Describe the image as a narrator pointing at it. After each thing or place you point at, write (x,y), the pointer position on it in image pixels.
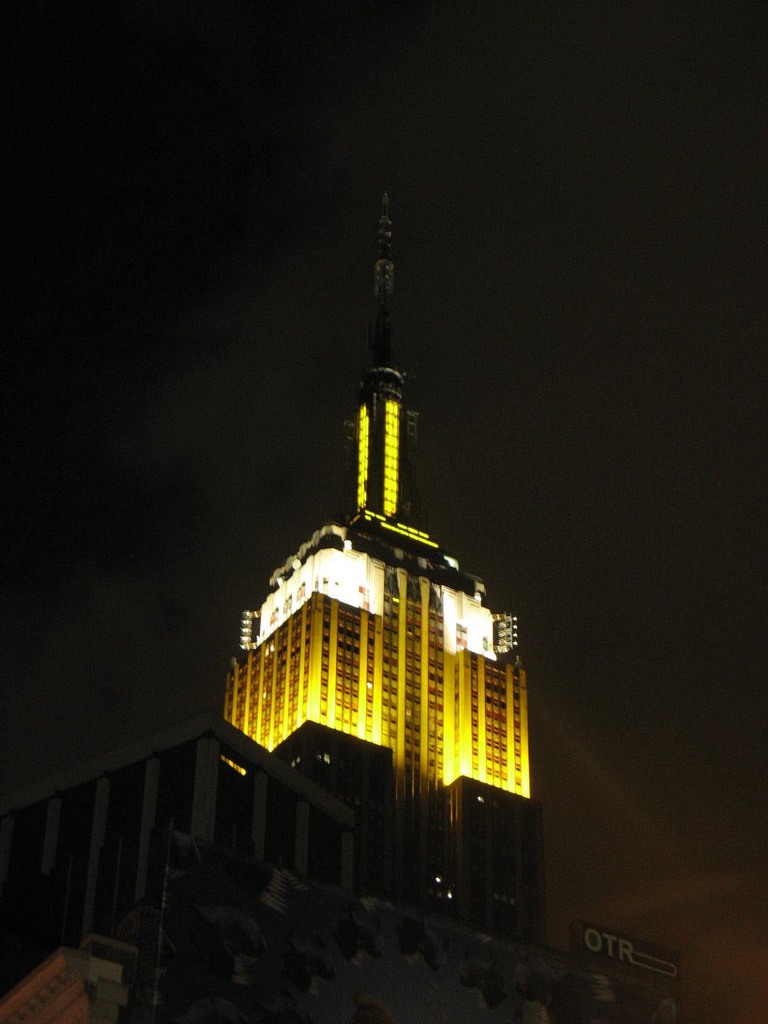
In this image I can see a building (369,764) with lights (283,598).
